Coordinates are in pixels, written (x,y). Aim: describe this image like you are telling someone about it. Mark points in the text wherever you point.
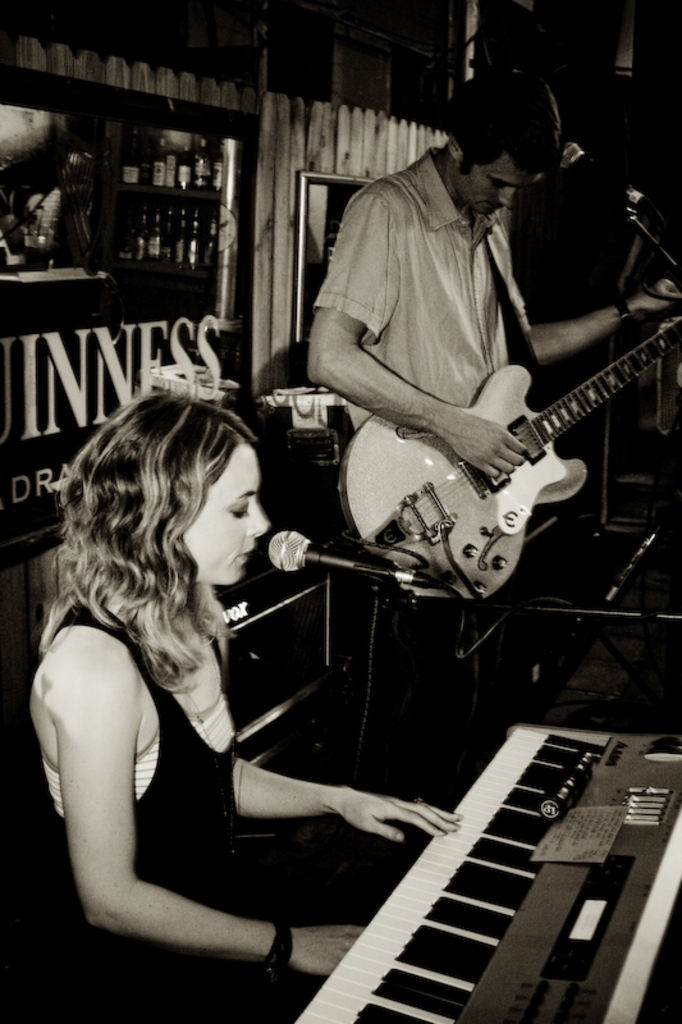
In this image we can see a lady (212,619) sitting and playing a piano (427,861), next to her there is a man (455,280) standing and playing a guitar (512,489). We can see mics (598,176) placed on the stand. In the background (164,360) there is a wall (282,316) and we can see a board (160,371). There are bottles (132,164) placed in the shelf (161,260).
